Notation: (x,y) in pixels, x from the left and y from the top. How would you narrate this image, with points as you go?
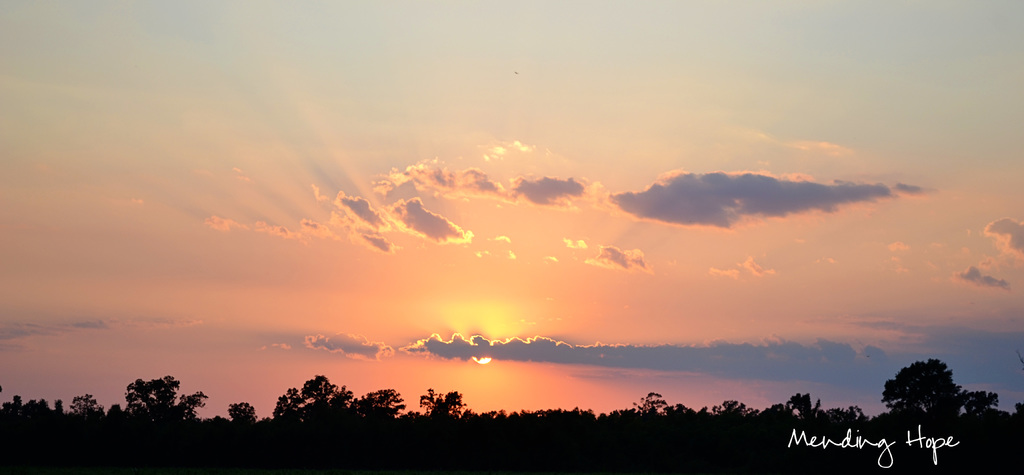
In this image I can see number of trees (195,398) on the bottom side (683,459). In the background (437,383) I can see clouds (485,339), the sun (488,359) and the sky (437,59). I can also see a watermark (955,446) on the bottom right side of the image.
